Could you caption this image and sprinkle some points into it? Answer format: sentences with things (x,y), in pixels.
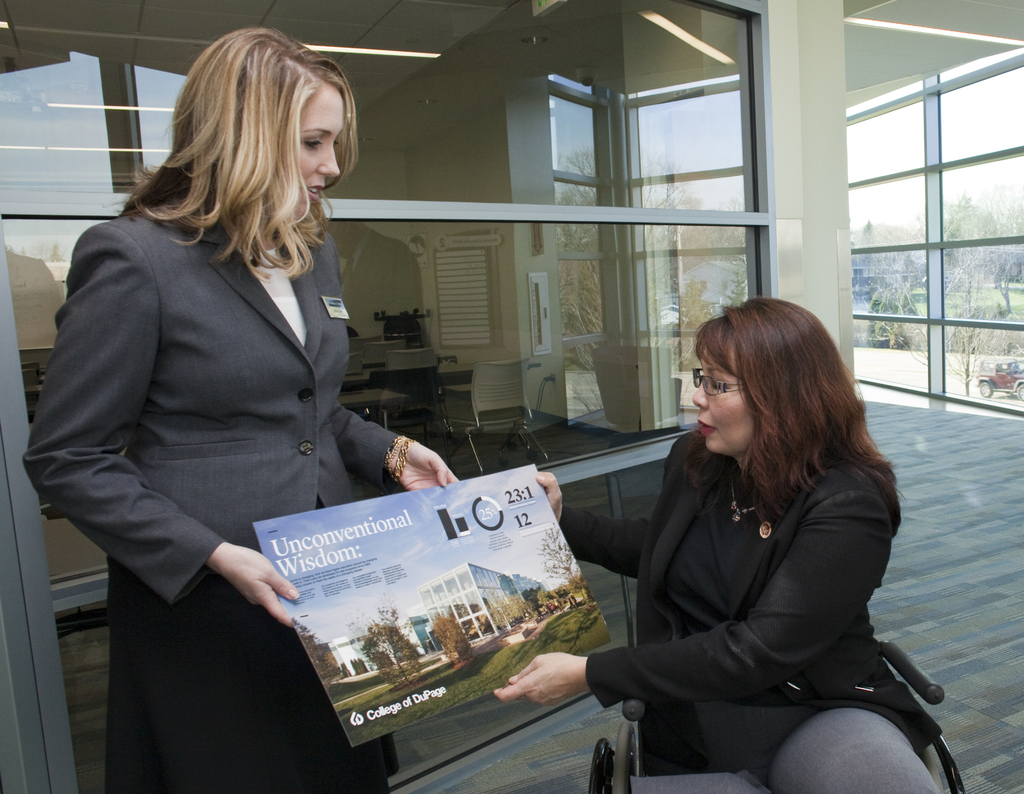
In this image we can see women (277,461) and one of them is standing and the other is sitting on the chair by holding an advertisement (475,605) in the hands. In the background (424,348) there are chairs (412,333), tables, trees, buildings (728,269) and sky (853,111).
